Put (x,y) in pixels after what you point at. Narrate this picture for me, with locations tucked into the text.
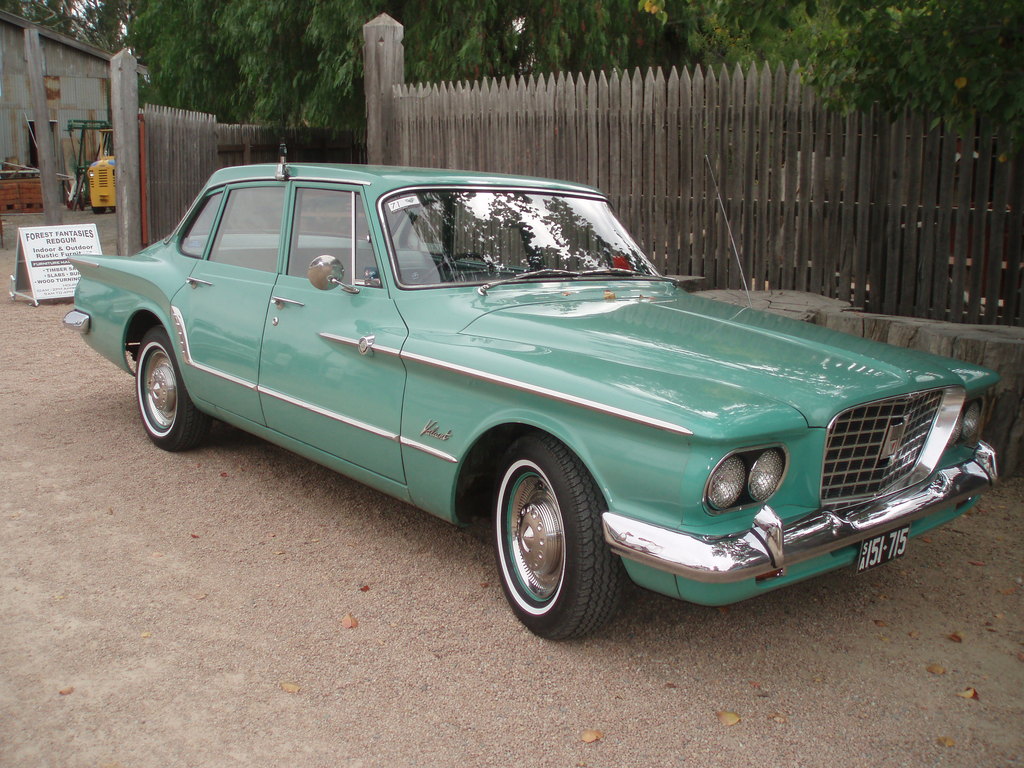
In the foreground of the image (444,734) we can see the road (613,732). In the middle of the image (425,368) we can see a car (739,383) which is green in color and it is an old model car (719,432). There is a board (38,276) on which some text (35,272) was written on it and a tin shutter (18,121) is there. On the top of the image (445,10) we can see trees (327,66).
